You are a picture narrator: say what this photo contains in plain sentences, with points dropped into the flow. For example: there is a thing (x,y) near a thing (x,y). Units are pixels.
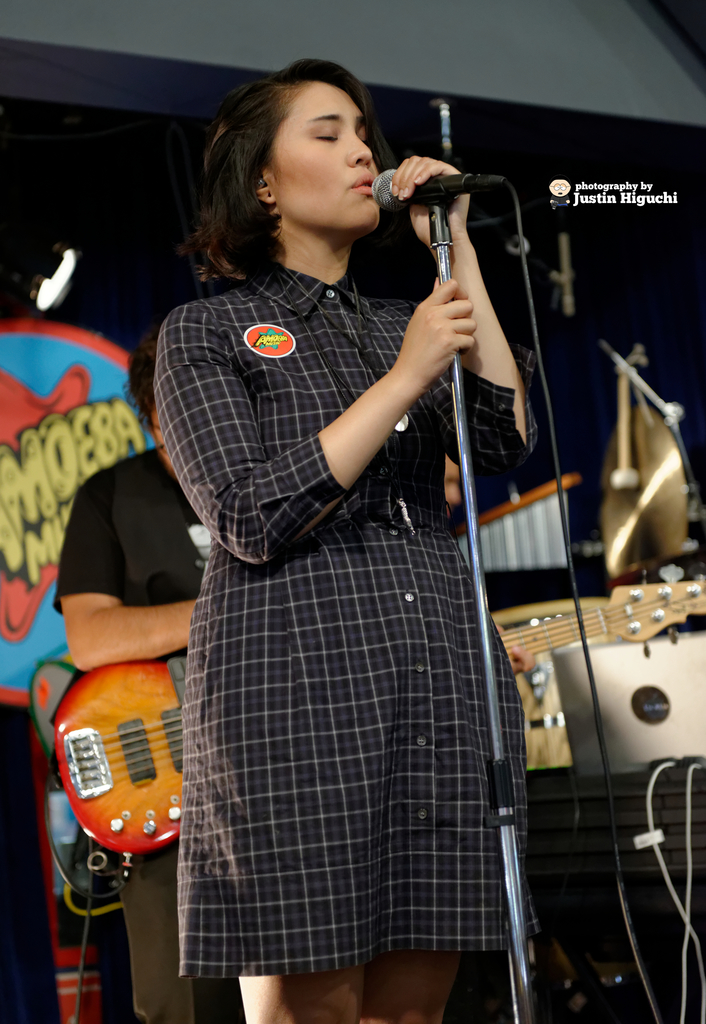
As we can see in the image there is a women (333,444) singing on mic (381,190) and a man (101,565) standing and holding guitar (125,733).
